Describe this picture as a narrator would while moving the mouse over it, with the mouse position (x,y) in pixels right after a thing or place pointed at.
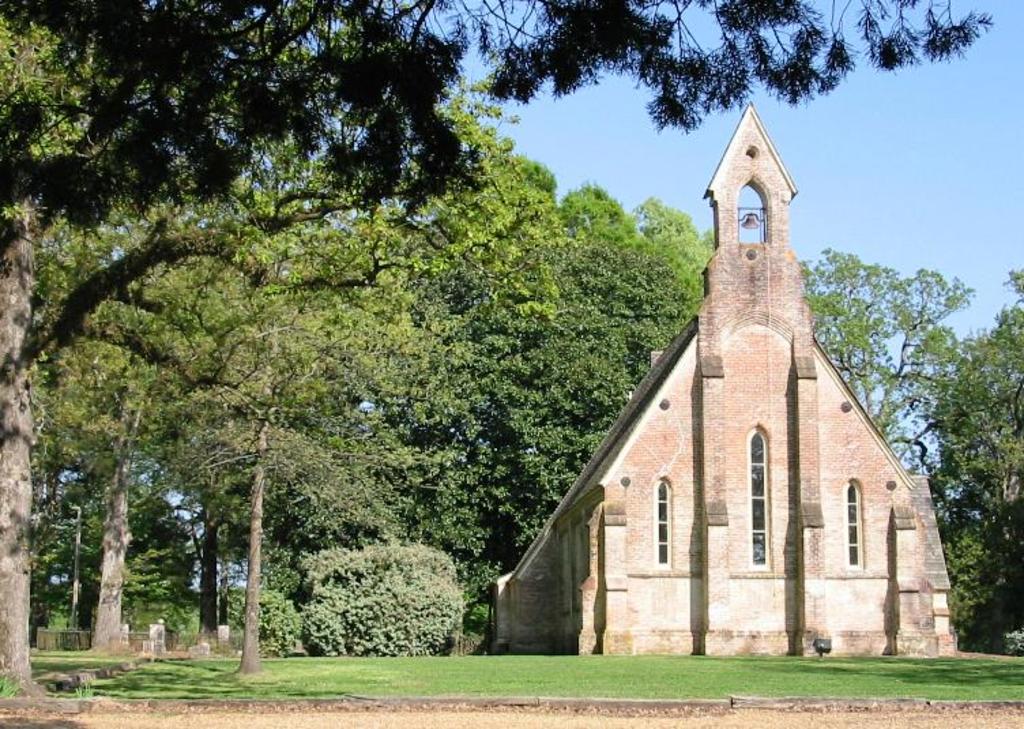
In this picture I can observe some trees (89,286). There is some grass (513,669) on the bottom of the picture (546,677). On the right side (689,392) I can observe a building (682,452). In the background (806,186) there is sky (922,165).
